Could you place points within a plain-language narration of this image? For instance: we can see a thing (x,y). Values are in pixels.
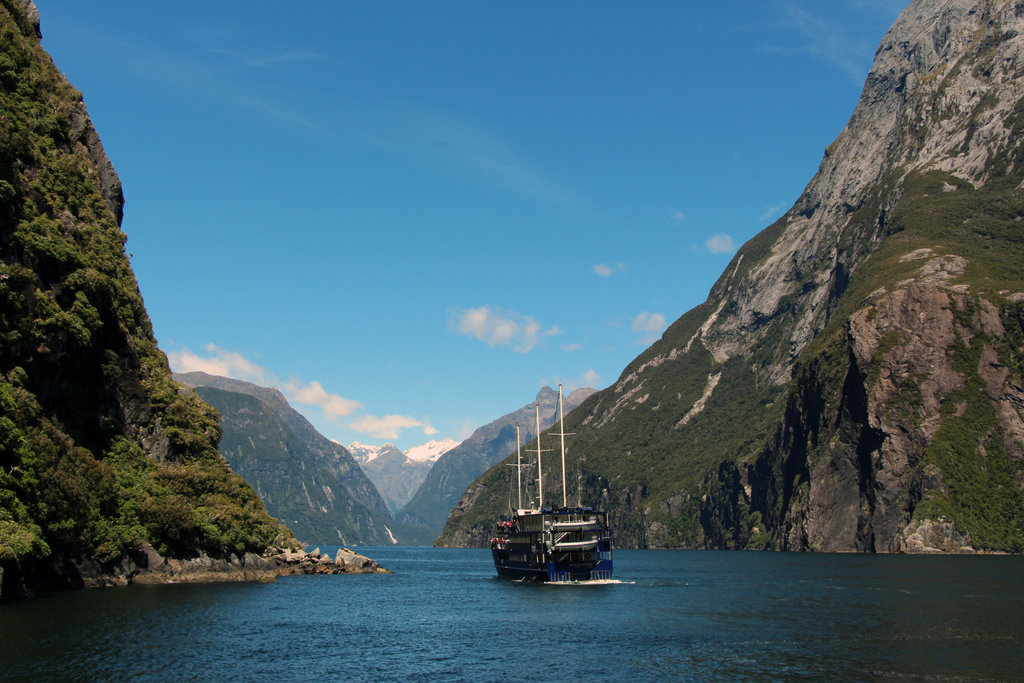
At the bottom of the image (544,577) there is water (504,607). On the water (570,595) there is a ship (539,508). And there are many hills (1023,272). At the top of the image (468,162) there is sky (291,260) with clouds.
